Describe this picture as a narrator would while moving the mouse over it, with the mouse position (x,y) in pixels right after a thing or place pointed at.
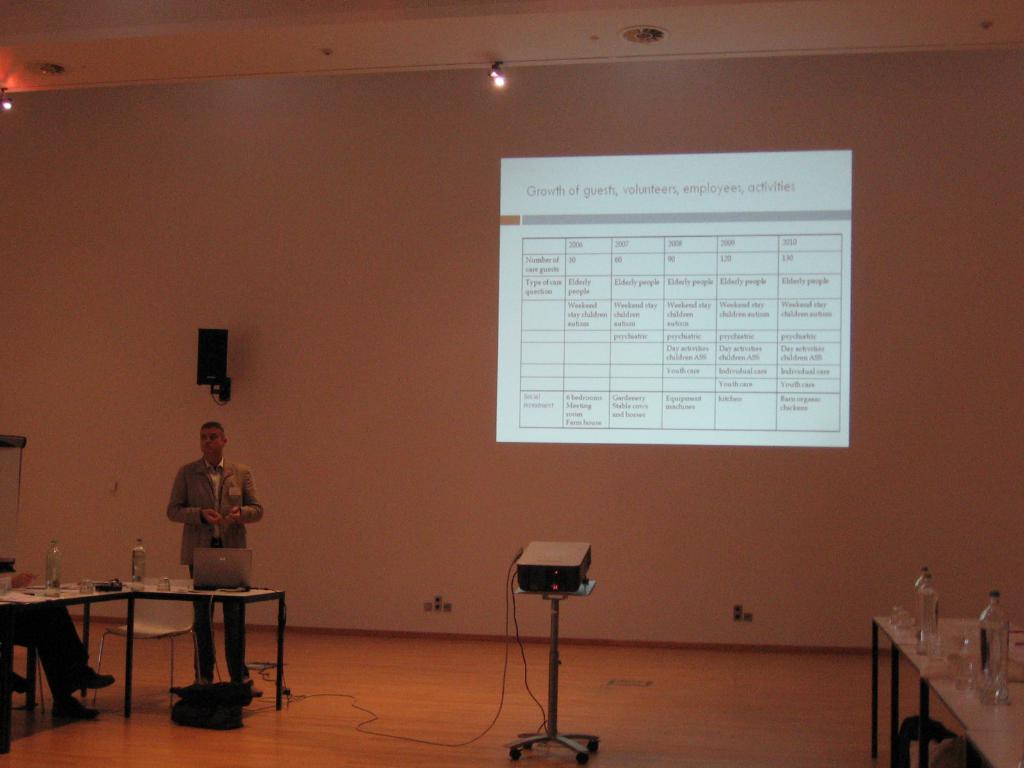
In this image I see a man (212,649) over here who is standing and I see tables (211,596) on which there are bottles (991,644) and I see a person (50,621) who is sitting on a chair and I see a chair (139,626) over here and I see the stand (556,595) on which there is a projector (549,564) and I see the projector screen (525,325) over here and I see the floor (337,690) and I see a black color thing (216,716) over here and I see the wires (525,653) and I see the lights (492,69) on the ceiling (145,72).
